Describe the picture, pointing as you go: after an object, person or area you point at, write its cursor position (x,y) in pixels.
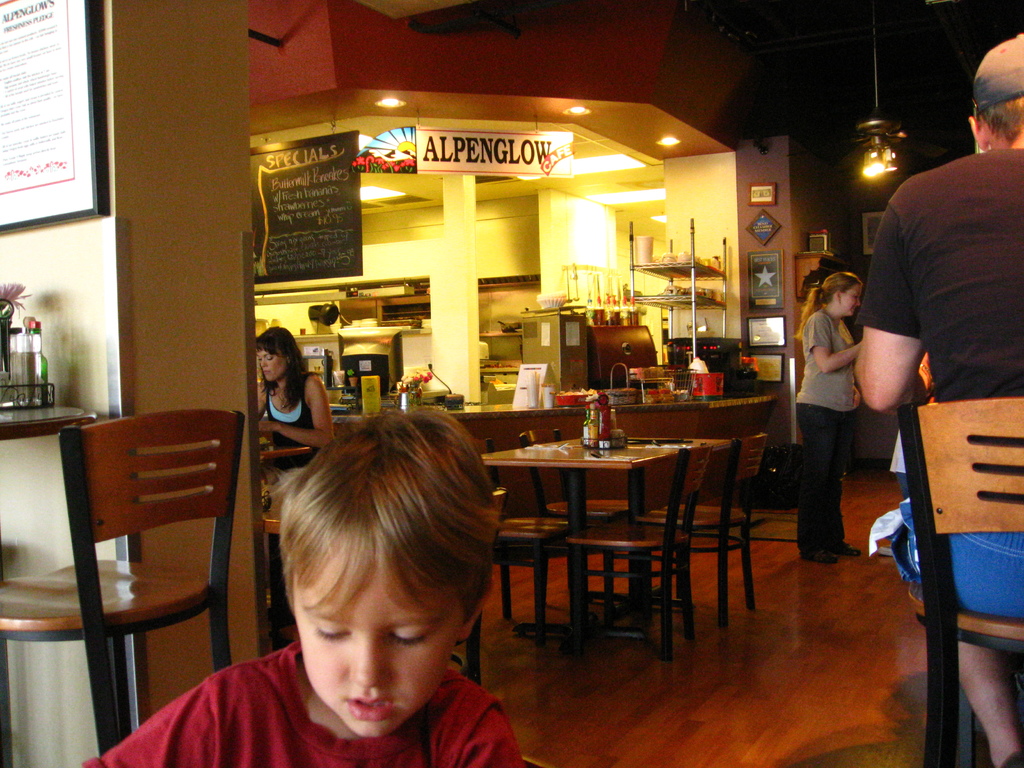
In the image there is a boy (379,655) in front (379,691) and there are tables (543,451) and chairs (604,500) in the middle, it seems to be of hotel, there is a woman (842,467) stood at right side (842,355) corner and over the ceiling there are some lights (866,162) and there are some posters (309,193), banners (515,139) with text (294,210) on it.
